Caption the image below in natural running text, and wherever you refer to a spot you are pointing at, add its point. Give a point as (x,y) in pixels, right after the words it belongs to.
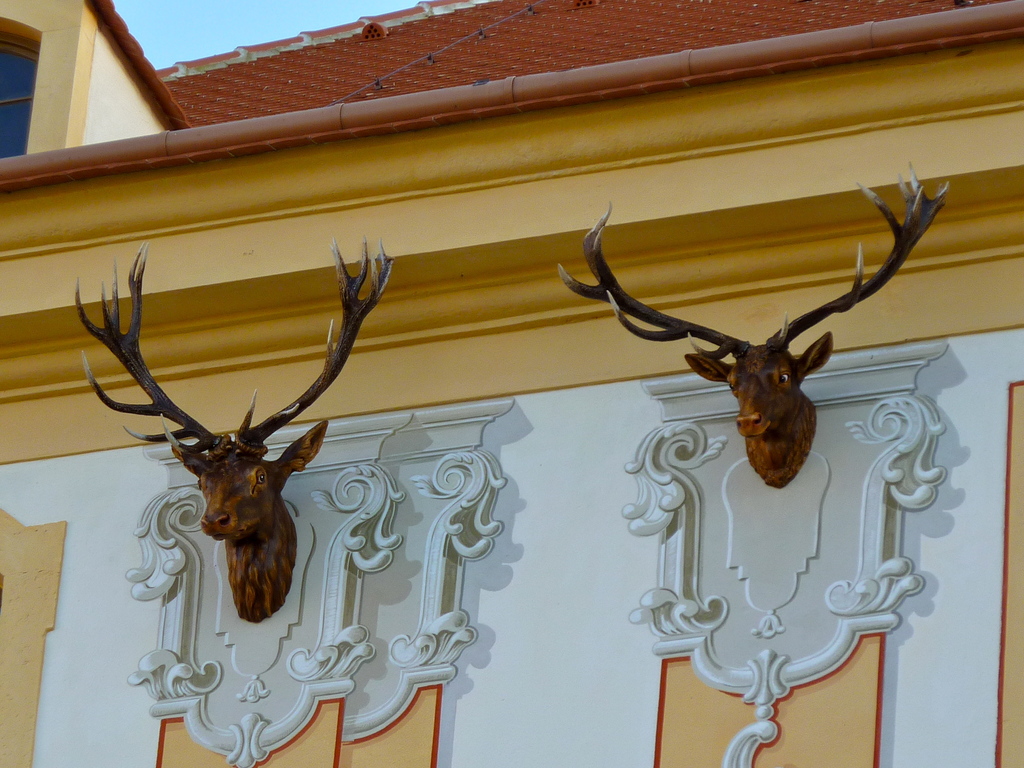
In this image I can see two sculptures (695,350) to a wall (528,359). At the top of the image (462,64) I can see the roof (506,37) and also the sky (184,21).
